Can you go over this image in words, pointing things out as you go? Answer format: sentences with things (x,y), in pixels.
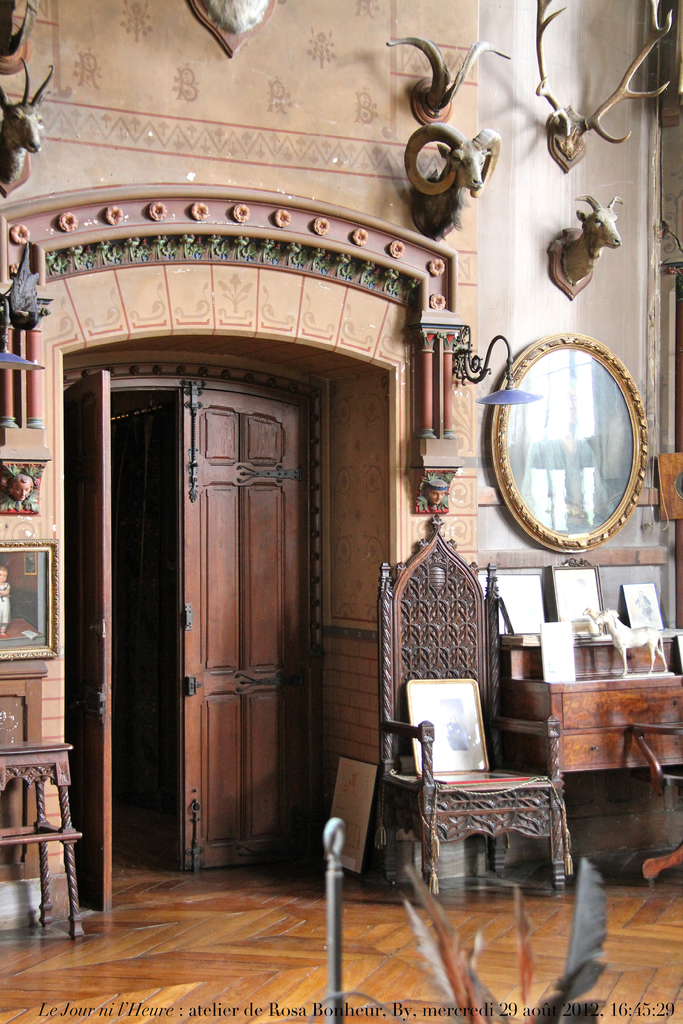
In this image there is a chair (384,798), table (525,685) on that table (649,652) there are objects (631,611), in the background (406,82) there is a wall (630,156) to that wall (377,492) there is a door (203,858) mirror (602,477) and sculpture (578,264), at the bottom (600,1006) there is some text (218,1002).
